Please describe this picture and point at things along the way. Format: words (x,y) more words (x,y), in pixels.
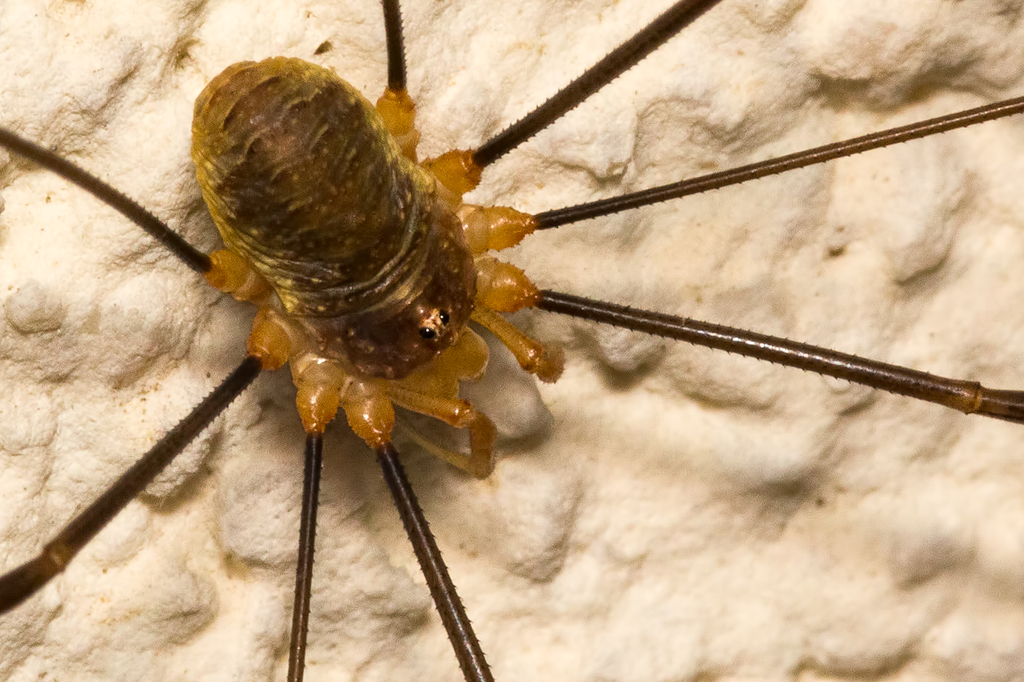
In this picture I can observe an insect (267,295) which is in brown color. The background (267,673) is in white color.
